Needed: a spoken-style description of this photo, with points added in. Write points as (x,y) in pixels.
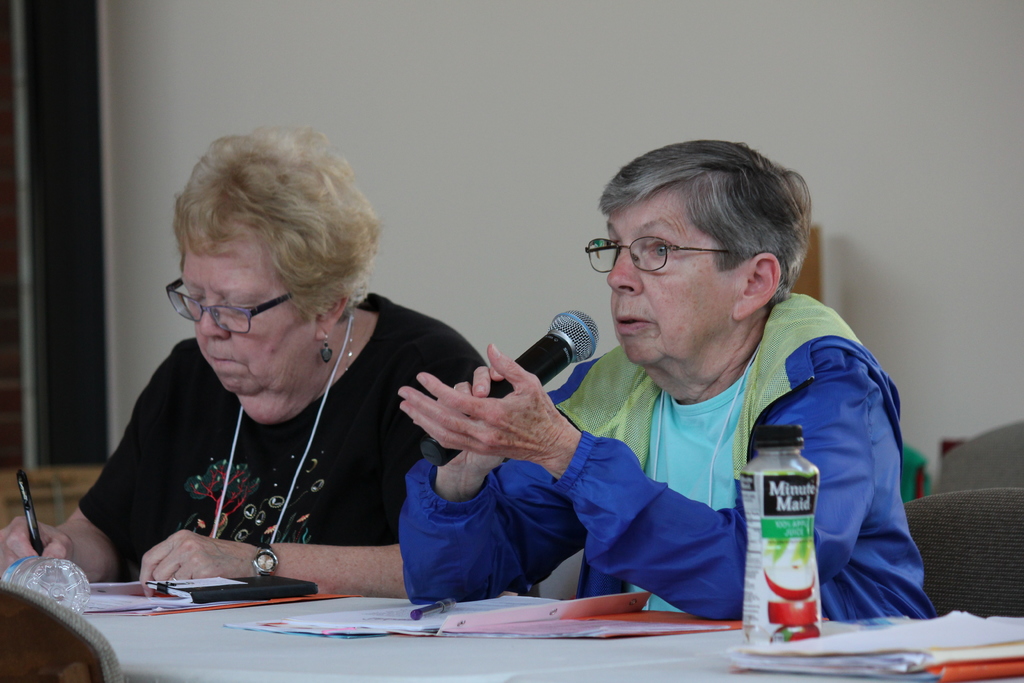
In this image we can see a person (705,462) holding a microphone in his hand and a woman (265,369) holding pen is sitting beside him. In the foreground (199,592) we can see bottles (788,630), books (907,646) and a pen (440,602) placed on the table (370,656). In the background (978,514), we can see chairs (951,479) and a wall (945,208).
